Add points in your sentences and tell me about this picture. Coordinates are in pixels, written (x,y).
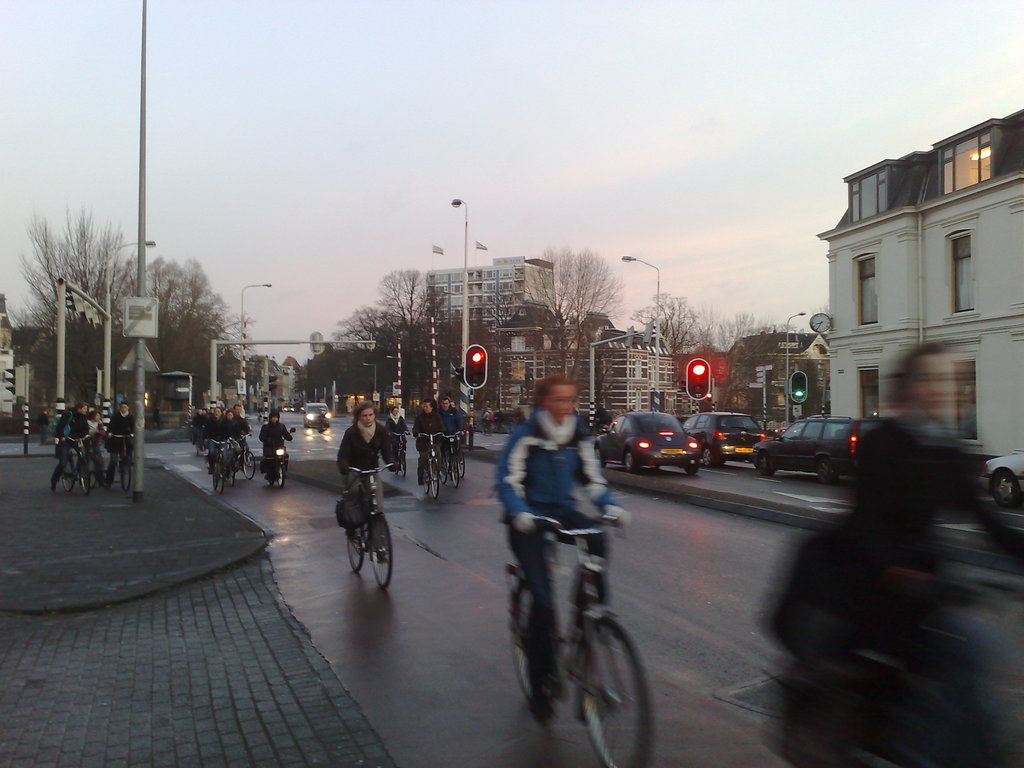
In this picture we can see cars (675,452) and a group of people (352,445) riding bicycles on the road (298,581), traffic signal lights (697,381), poles (658,399), trees (360,330), buildings (598,328) with windows (873,379) and in the background (489,168) we can see the sky (570,143).
